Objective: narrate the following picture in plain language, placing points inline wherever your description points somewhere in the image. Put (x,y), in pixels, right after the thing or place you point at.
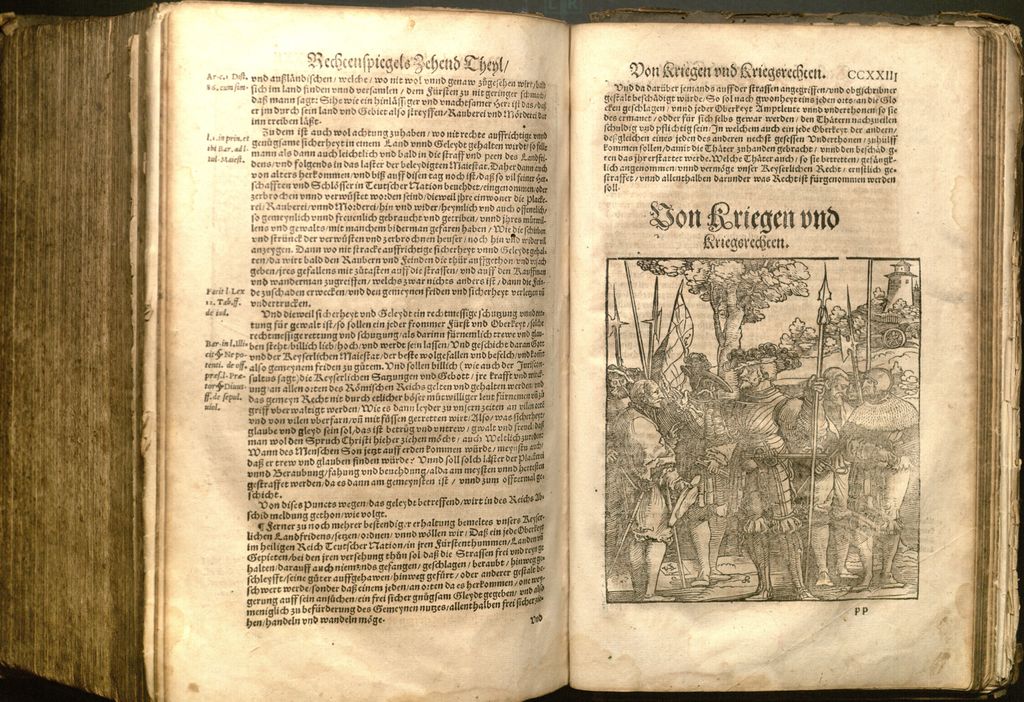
In this picture I can see there is a book (53,413) here and it has a picture (802,471) and there are few people (748,473) standing here and holding weapons (853,359) and there are plants (815,340), trees (798,351) in the backdrop (747,320).
